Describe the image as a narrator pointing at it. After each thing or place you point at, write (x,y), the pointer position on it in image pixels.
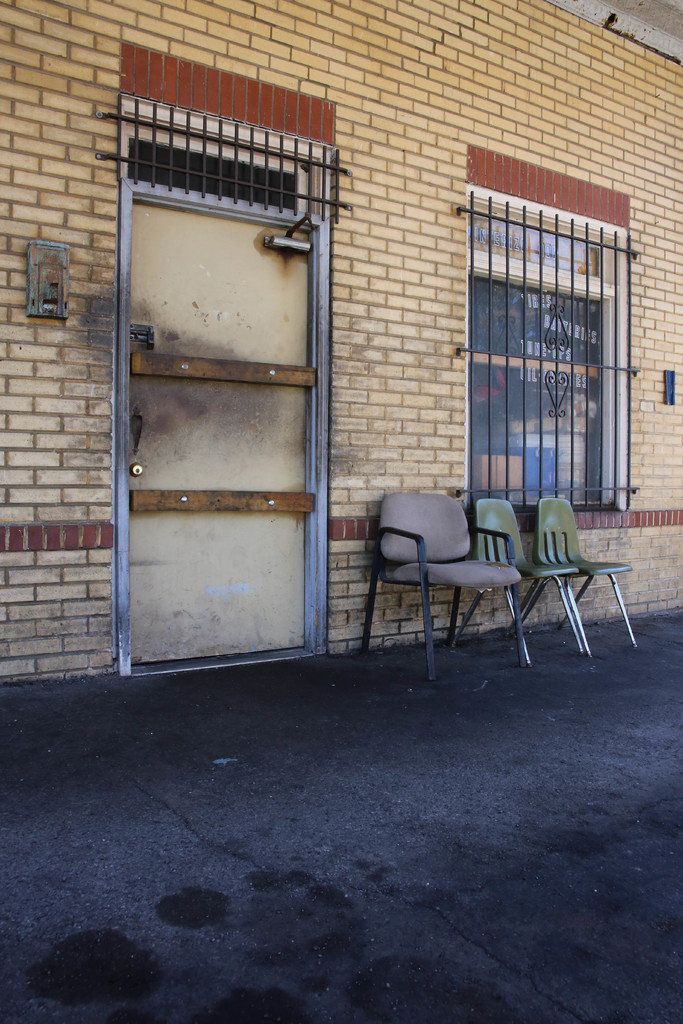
In this picture we can see there are three chairs (469,583) on the floor (483,638). Behind the chairs (454,552), there's a wall (403,435) with a door (209,406) and a window (535,386).
